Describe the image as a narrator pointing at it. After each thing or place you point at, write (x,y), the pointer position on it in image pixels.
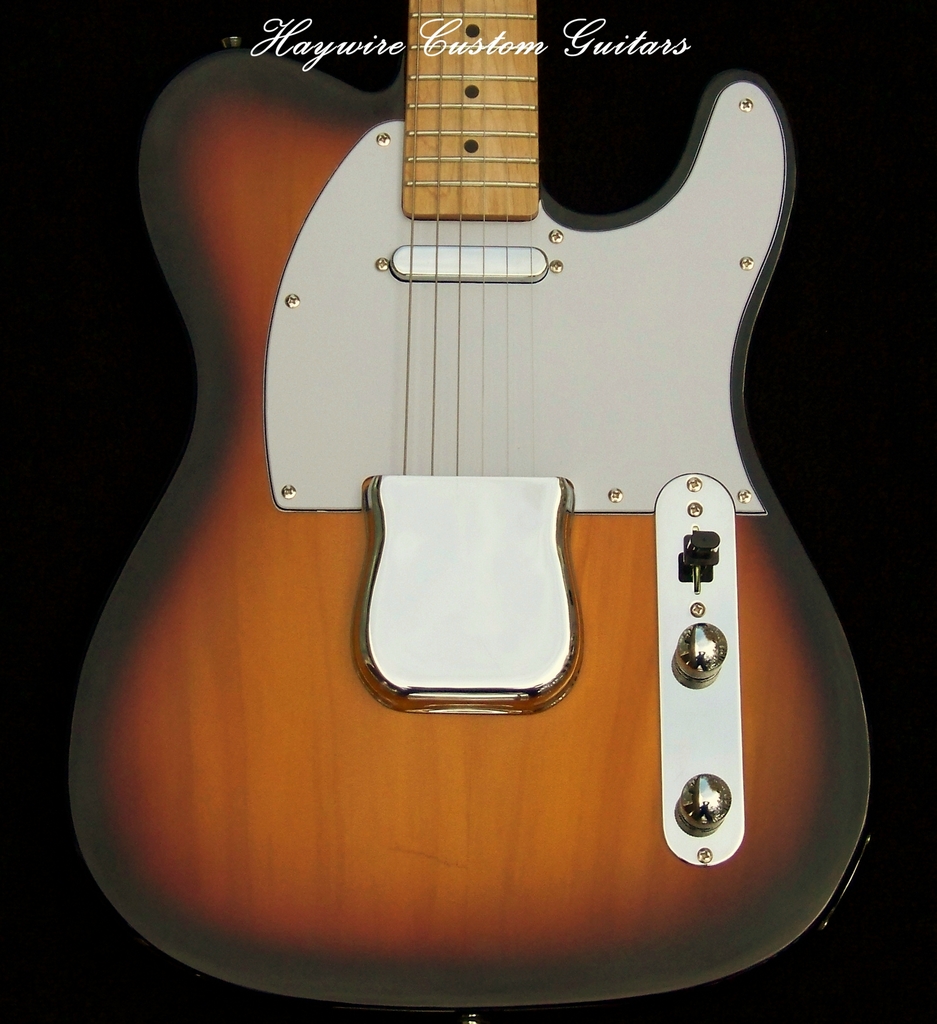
In this image i can see a brown color guitar (484,383).
